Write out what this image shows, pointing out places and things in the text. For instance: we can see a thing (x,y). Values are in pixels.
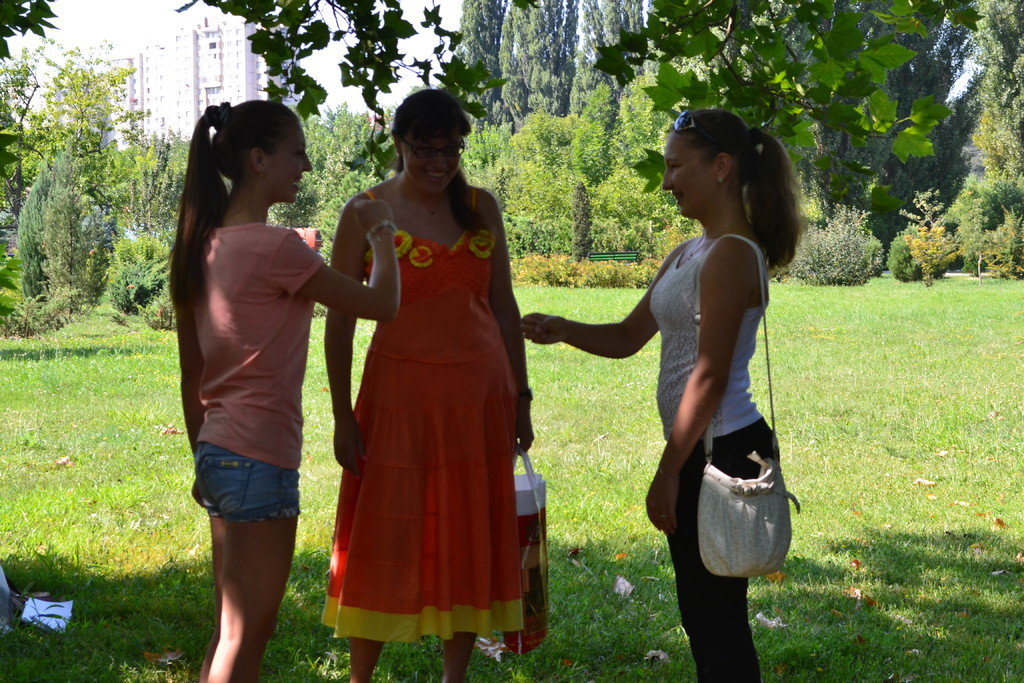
As we can see in the image there is grass (898,494), three people (222,222) standing in the front (632,387), plants (145,247), trees (123,131) and buildings (196,50).
